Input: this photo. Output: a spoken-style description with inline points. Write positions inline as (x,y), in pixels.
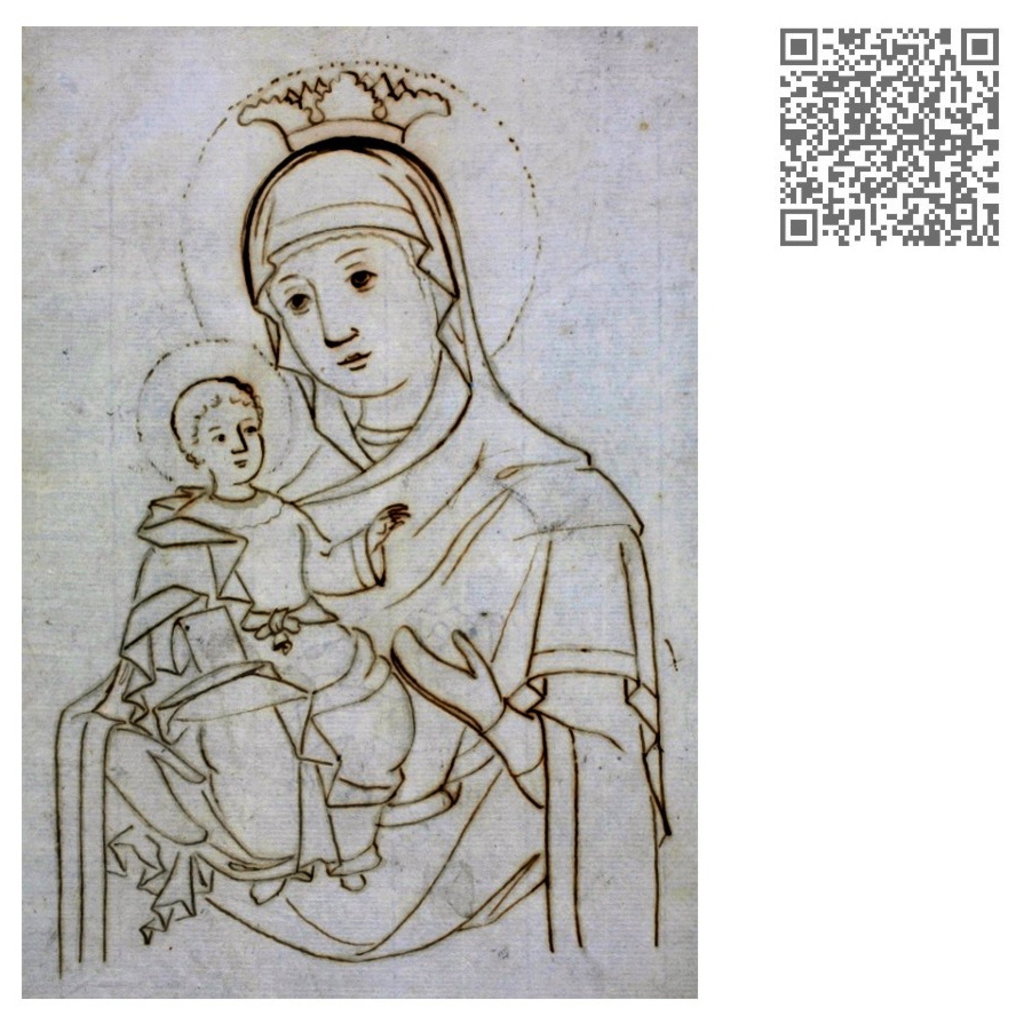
In this image I can see drawing (349,348) of a woman (310,323) and of a child (345,537). I can see colour of this drawing (322,479) is black and white. On right side of this image (807,93) I can see barcode (801,117) and I can also see white colour in background (872,507).
